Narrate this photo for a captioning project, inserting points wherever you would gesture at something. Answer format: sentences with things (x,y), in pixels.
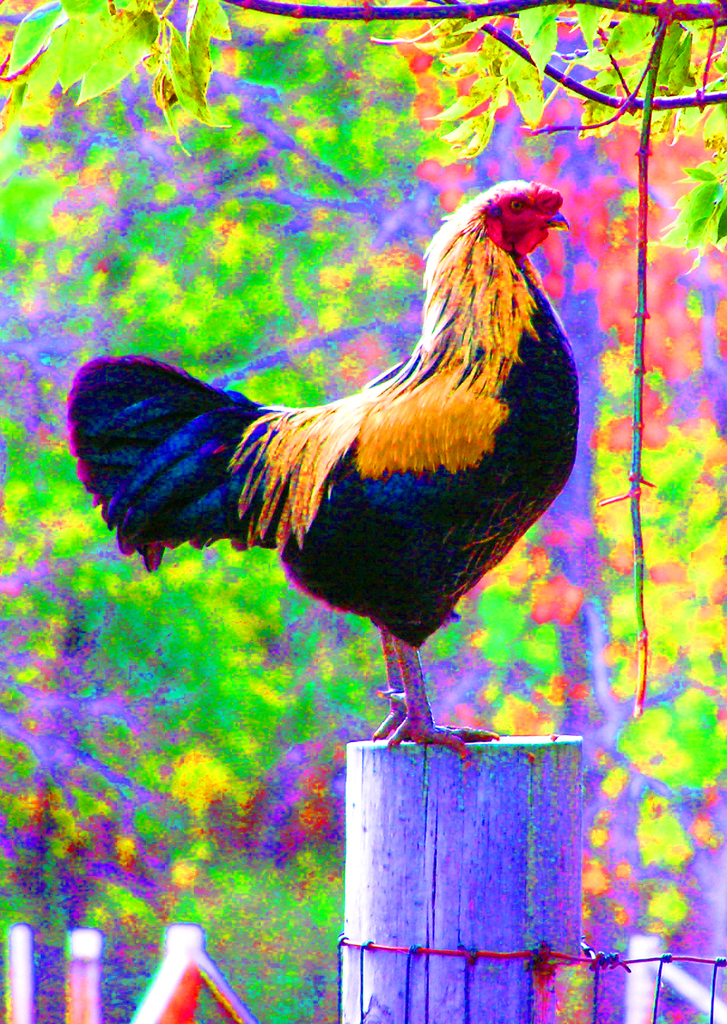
There is a cock (528,521) standing on the wooden pole (469,774), near a fencing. In the background (566,273), there are trees (149,891).
